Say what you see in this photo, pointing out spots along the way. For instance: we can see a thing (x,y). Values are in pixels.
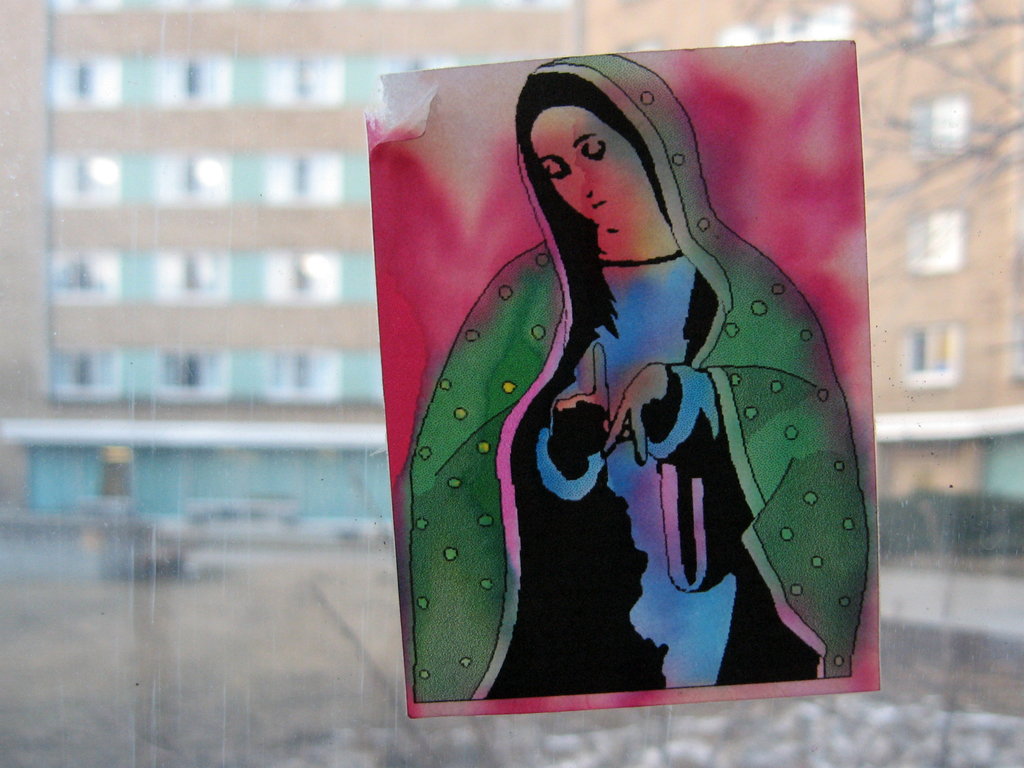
In the picture we can see a glass wall (309,549) to it, we can see a painting (825,265) of a woman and from the glass wall (220,736) we can see a part of the building (109,30) with windows (949,376).
